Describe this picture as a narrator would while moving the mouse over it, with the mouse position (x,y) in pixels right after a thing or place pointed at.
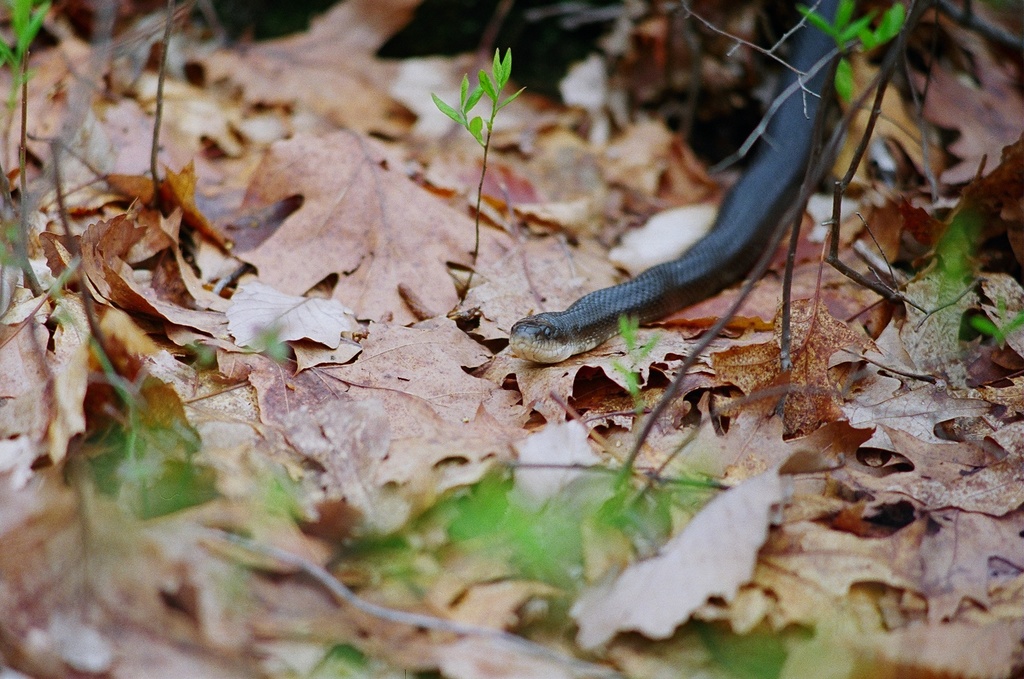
In the image we can see the dry leaves (580,293) small plants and a snake (654,275).
